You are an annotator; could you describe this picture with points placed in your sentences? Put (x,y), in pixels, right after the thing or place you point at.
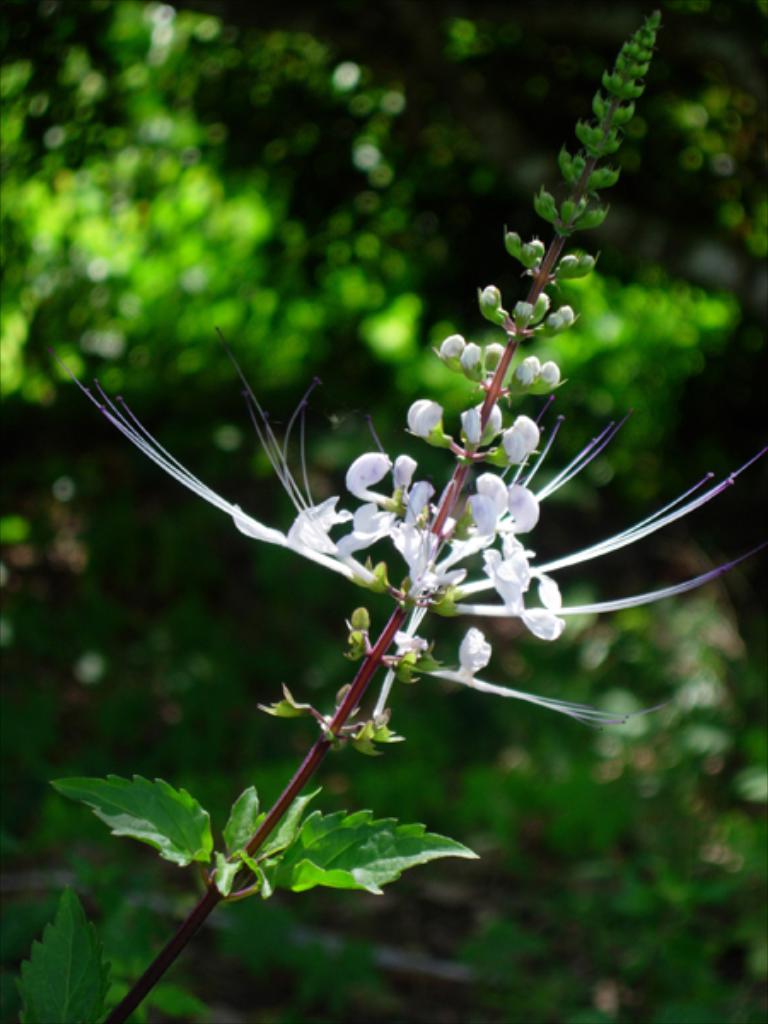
In this image there is a plant (490,645) having flowers (444,673), buds (530,440) and leaves (287,838). Background (749,70) is blurry.
